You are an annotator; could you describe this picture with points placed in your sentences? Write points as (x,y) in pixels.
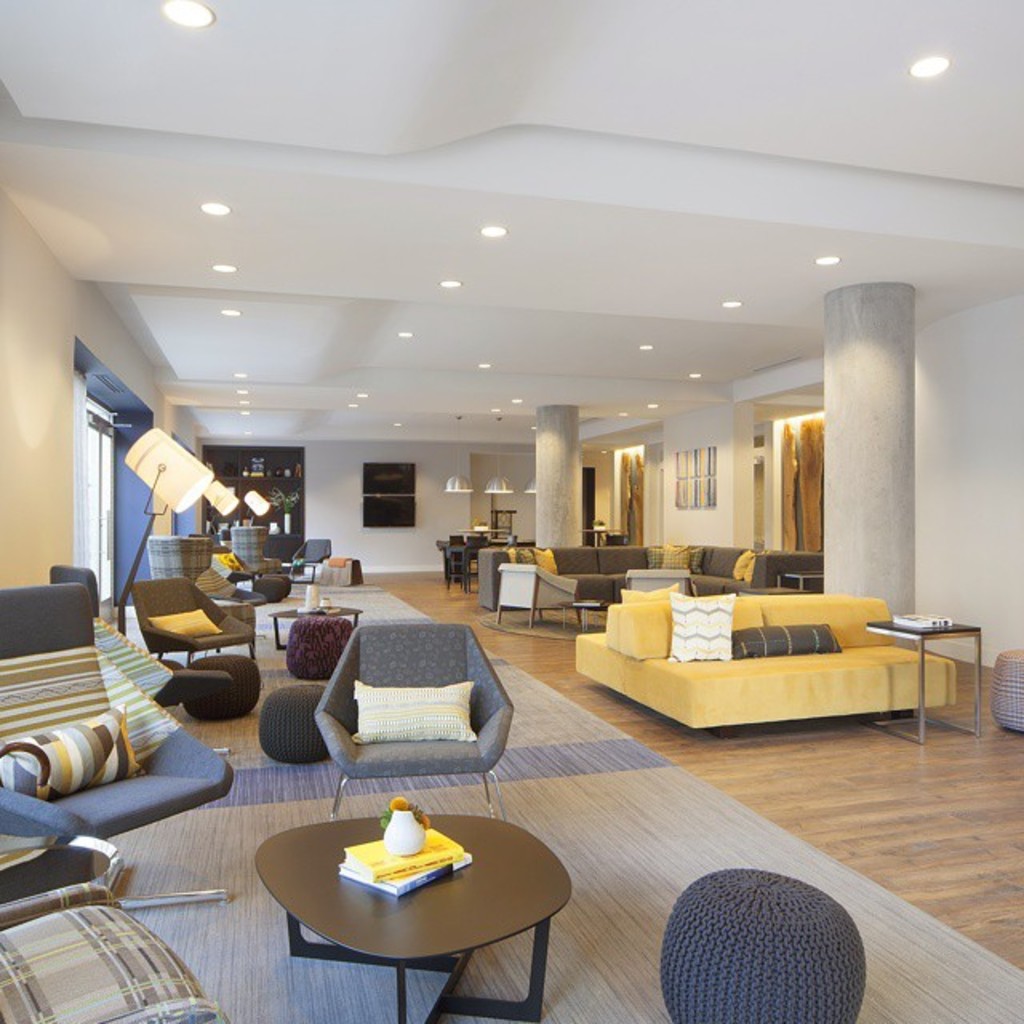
In this picture we can see interior of the hall (243,530), in that we can find chairs (148,745), tables (439,826), couple of lights (187,463) and pillows (358,720).
